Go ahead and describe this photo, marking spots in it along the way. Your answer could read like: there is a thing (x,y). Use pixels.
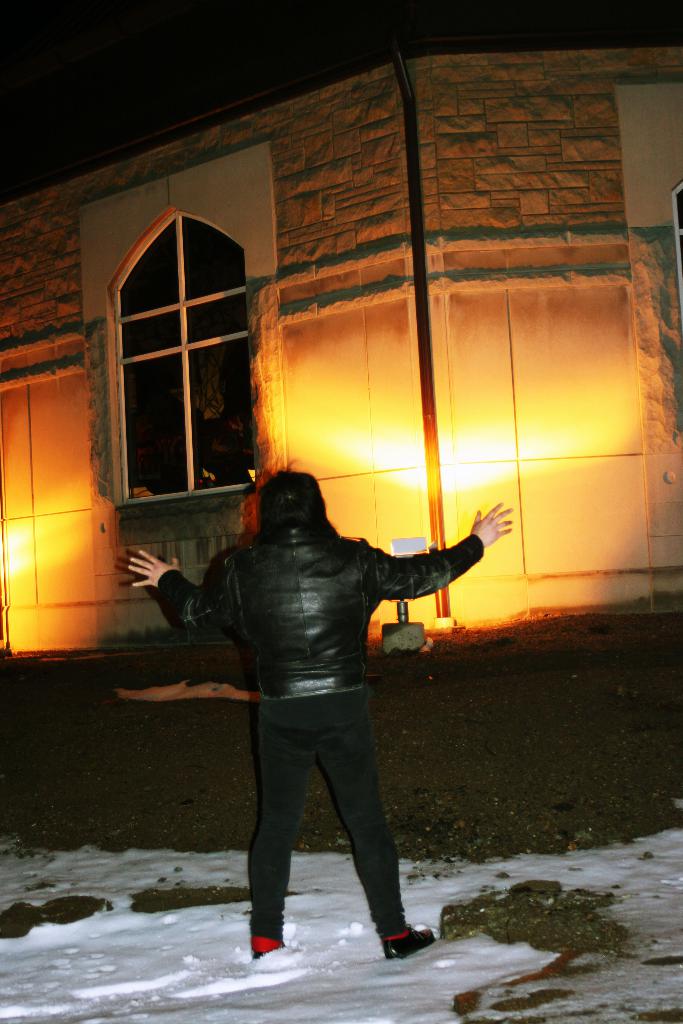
In the picture I can see a person (304,662) wearing black jacket (293,679) is standing on the snow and there is a building (311,385) in front of him which has a light ray (459,423) on it.
